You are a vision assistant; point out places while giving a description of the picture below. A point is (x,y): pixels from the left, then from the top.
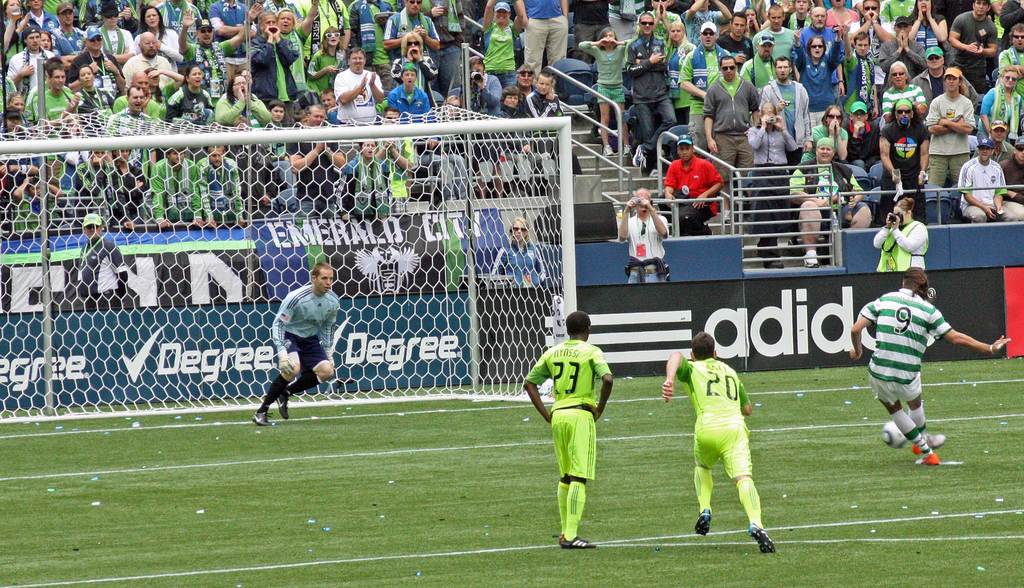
There are group of players (696,357) playing football and there are audience (423,67) in front of them and the ground (350,432) is greenery (538,547).
